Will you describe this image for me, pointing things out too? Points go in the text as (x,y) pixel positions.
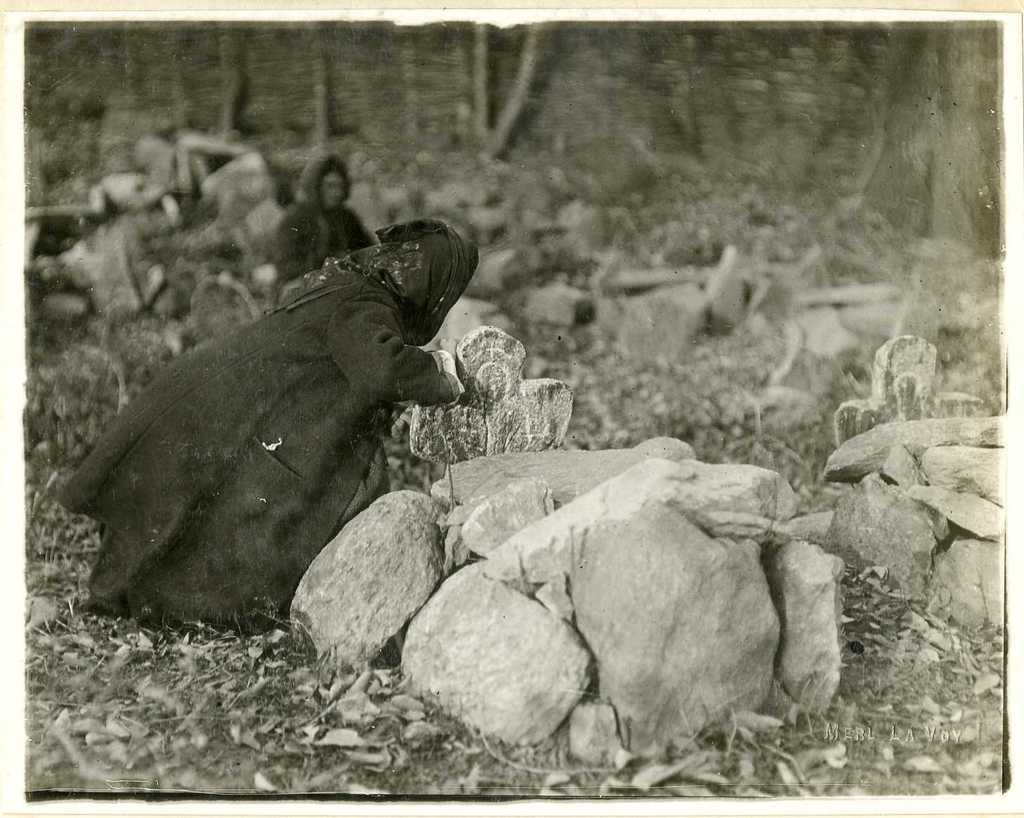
In this black and white picture two people (302,367) are on the land (32,519). There are few cemeteries (433,420) on the land (764,778) having rocks (657,639) and dried leaves (417,694). Top of the image (877,91) there are trees (240,113).
